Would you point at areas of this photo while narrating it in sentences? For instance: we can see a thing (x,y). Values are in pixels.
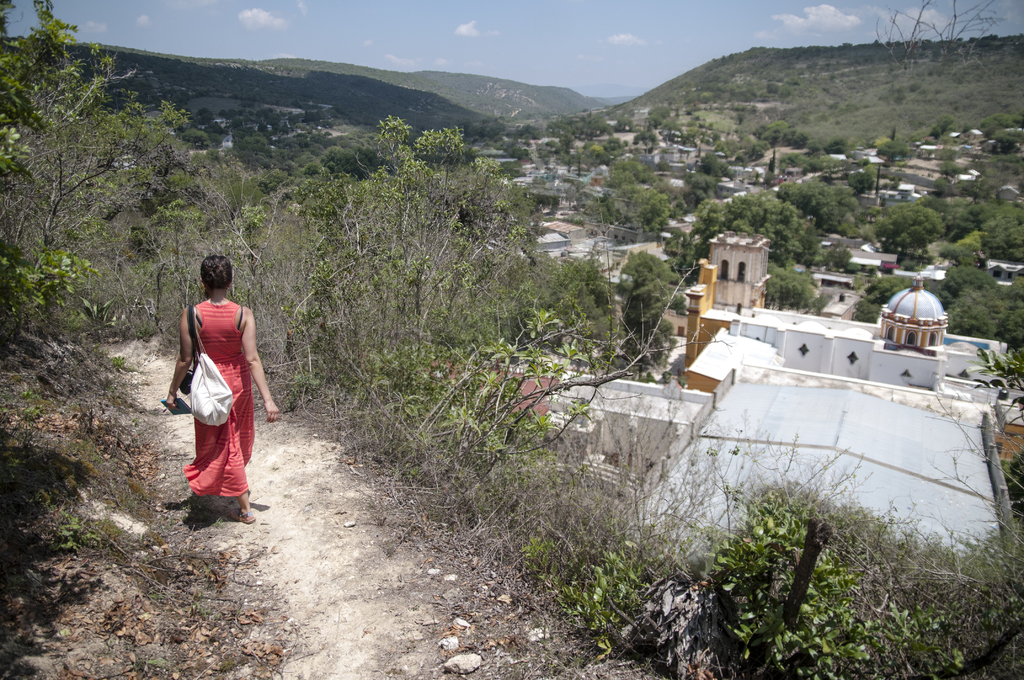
A person (248,322) is walking at the left (230,321) wearing a white hand bag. There are trees (582,306) and buildings (756,418) at the right (887,412). There are hills (903,83) at the back (595,99).
